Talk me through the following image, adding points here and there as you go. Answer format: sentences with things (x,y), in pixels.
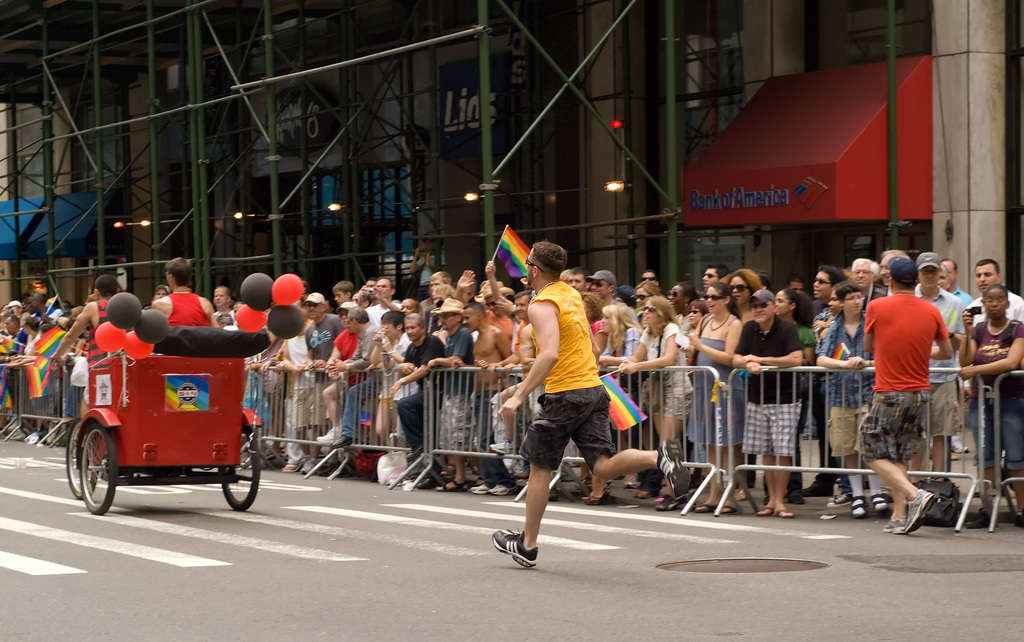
In this image, we can some people (341,309) standing, there is a man (575,369) running on the road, we can see a cycle rickshaw (102,419), there is a building (441,143).
